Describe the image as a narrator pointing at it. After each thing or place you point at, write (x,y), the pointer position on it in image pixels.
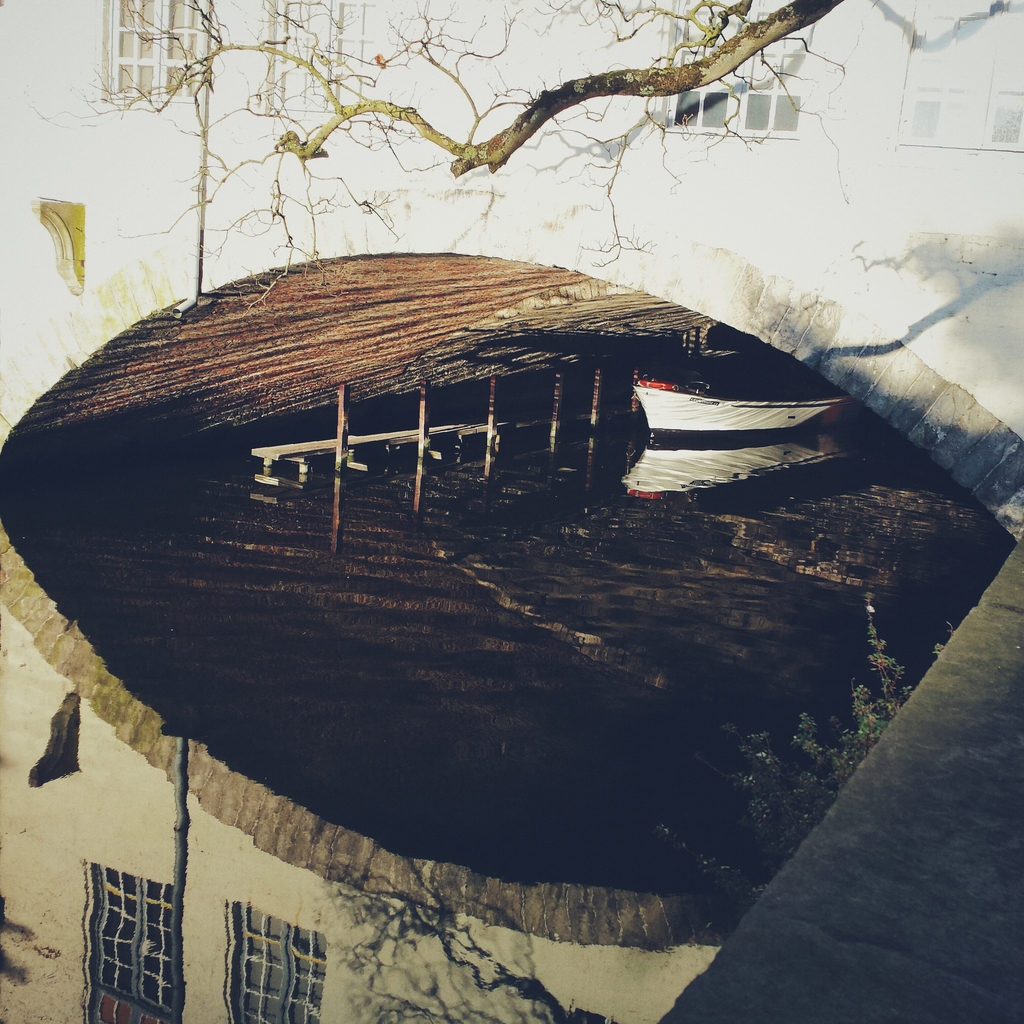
In this picture there is a boat (721,420) on the water (546,623) and there is a railing (386,439). At the top (873,141) there is a building (618,147) and there are windows (123,16) and there is a tree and pole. At the bottom (267,830) there is a reflection (71,925) of a building (76,937), tree (377,906) and pole (173,971) on the water (349,757). On the right side of the image (926,729) it looks like a wall (922,807).
